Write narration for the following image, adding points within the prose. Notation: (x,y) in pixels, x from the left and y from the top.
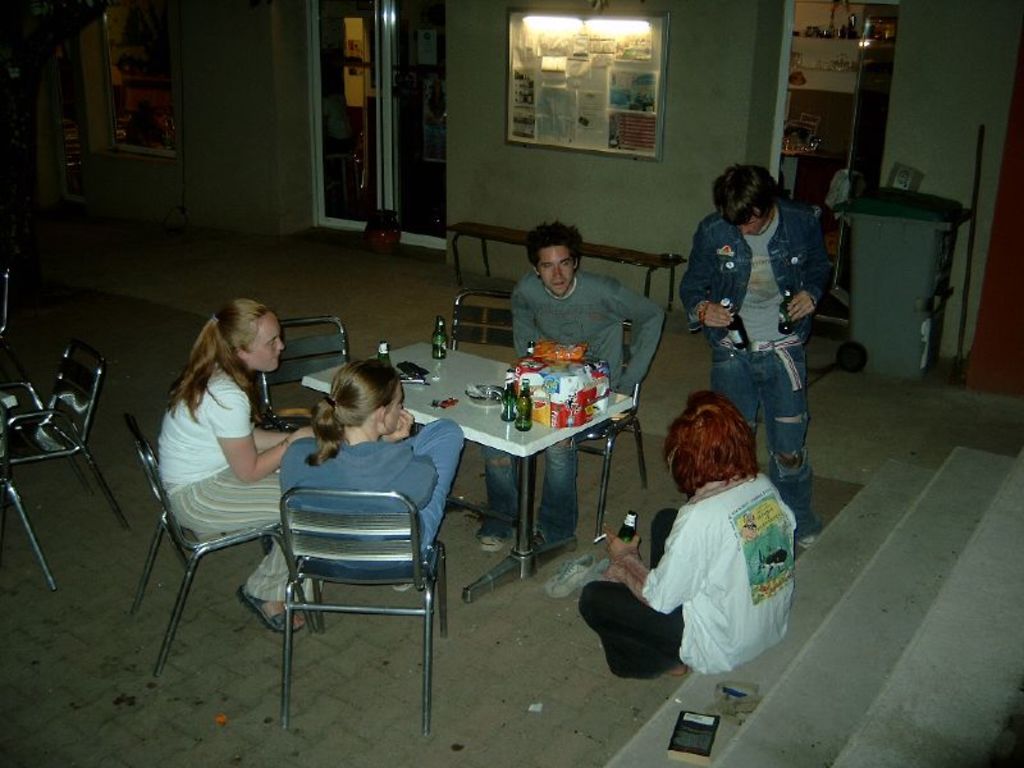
This picture is taken outside a house (218,128). In the center of the picture (681,412) there are five people (662,580) and chairs (325,343) and a table (480,425), on the table (502,424) there are drinks (514,405), plates (477,398), and food items (550,385). In the foreground (840,668) there is staircase (775,697) and a book (707,738). In the center of the background (629,85) there is a door (388,120) and notice board (594,101). On the top right (886,236) there is a dustbin (893,252) and on the left (90,200) there is a chair (56,425) and other room (74,116).
